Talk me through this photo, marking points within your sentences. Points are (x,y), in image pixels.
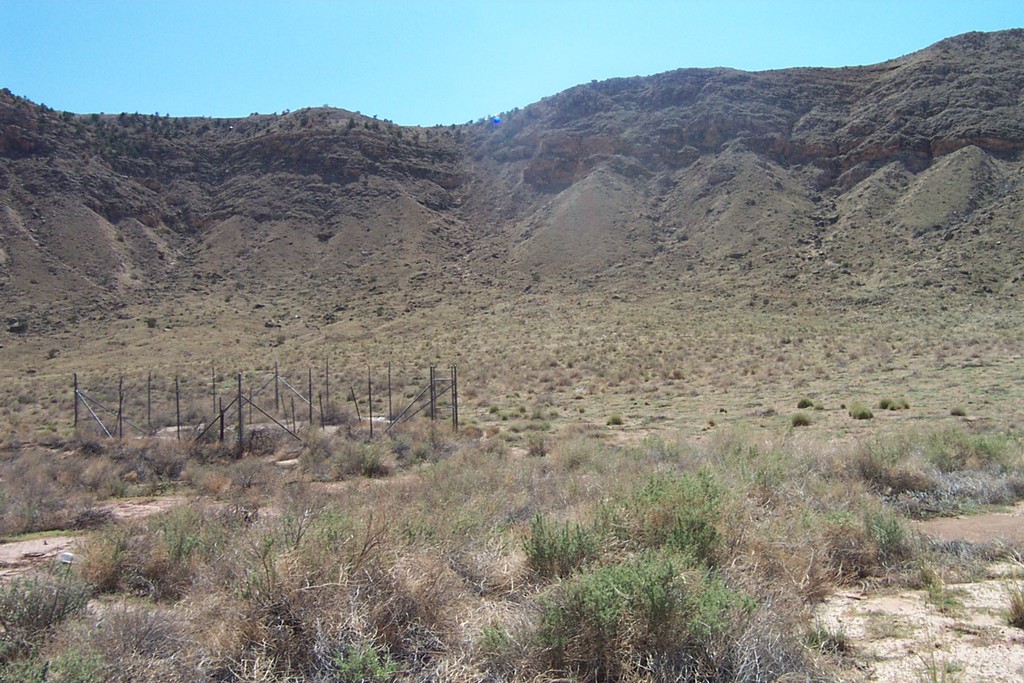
In this image there are hills (743,198). At the bottom (347,598) there is grass (278,519) and a fence (231,430).
